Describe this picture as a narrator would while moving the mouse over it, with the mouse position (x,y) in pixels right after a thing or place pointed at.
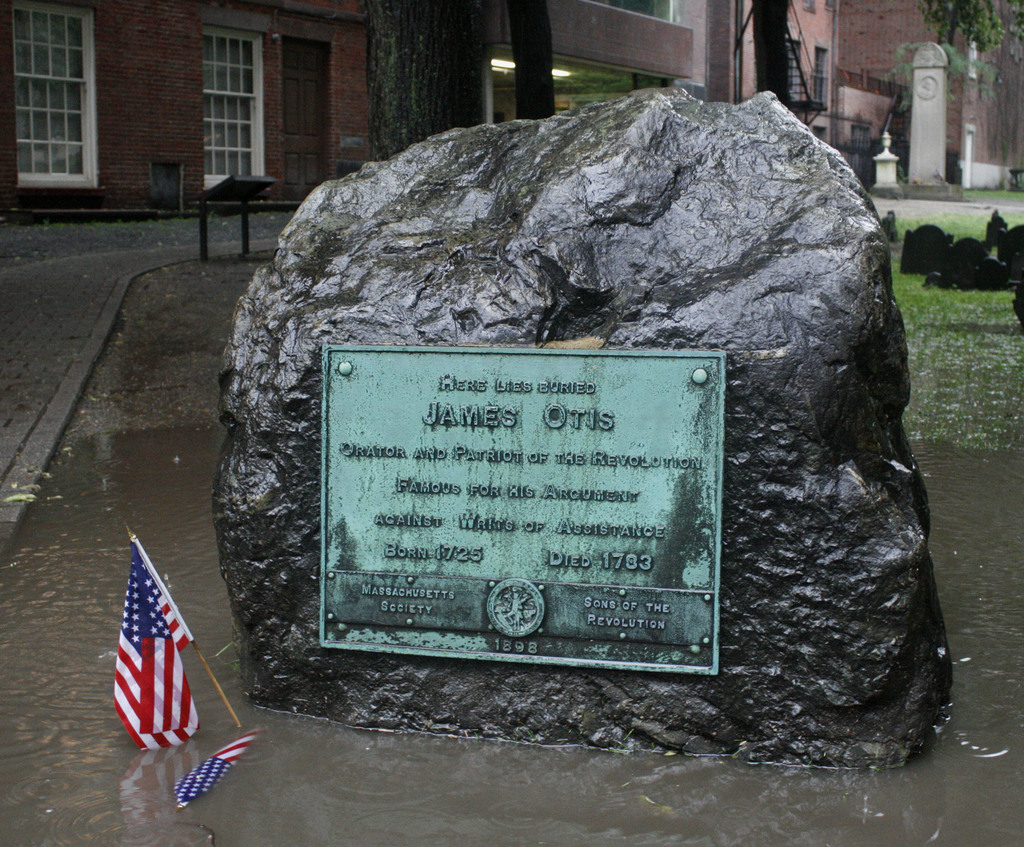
In this image we can see a rock (810,509) with the text board (602,553) in the water (202,760). We can also see the flags (151,658), buildings (811,41), trees (992,26), path (22,357) and also the lights (498,66).
